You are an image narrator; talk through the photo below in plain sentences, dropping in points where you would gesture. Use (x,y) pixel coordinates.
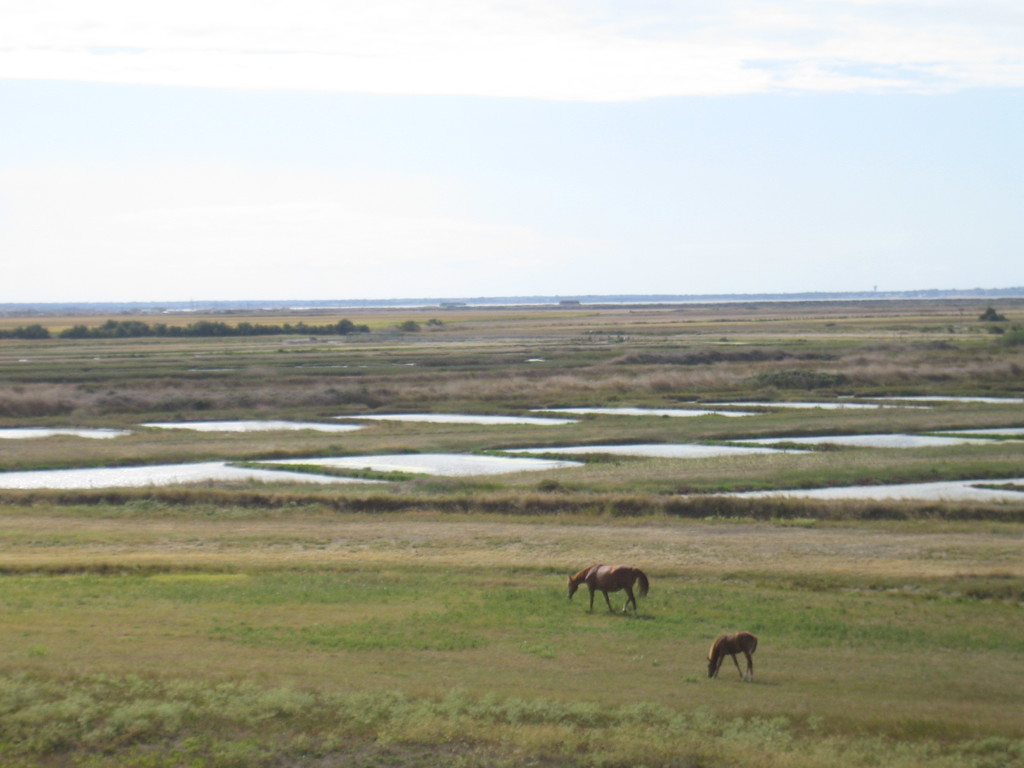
In this image there are two animals (629,605) walking on the surface of the grass (593,676), in front of them there are a few agricultural land (442,478), in which there is water (615,452). In the background (12,272) there are a few trees (239,334) and the sky (362,171).
